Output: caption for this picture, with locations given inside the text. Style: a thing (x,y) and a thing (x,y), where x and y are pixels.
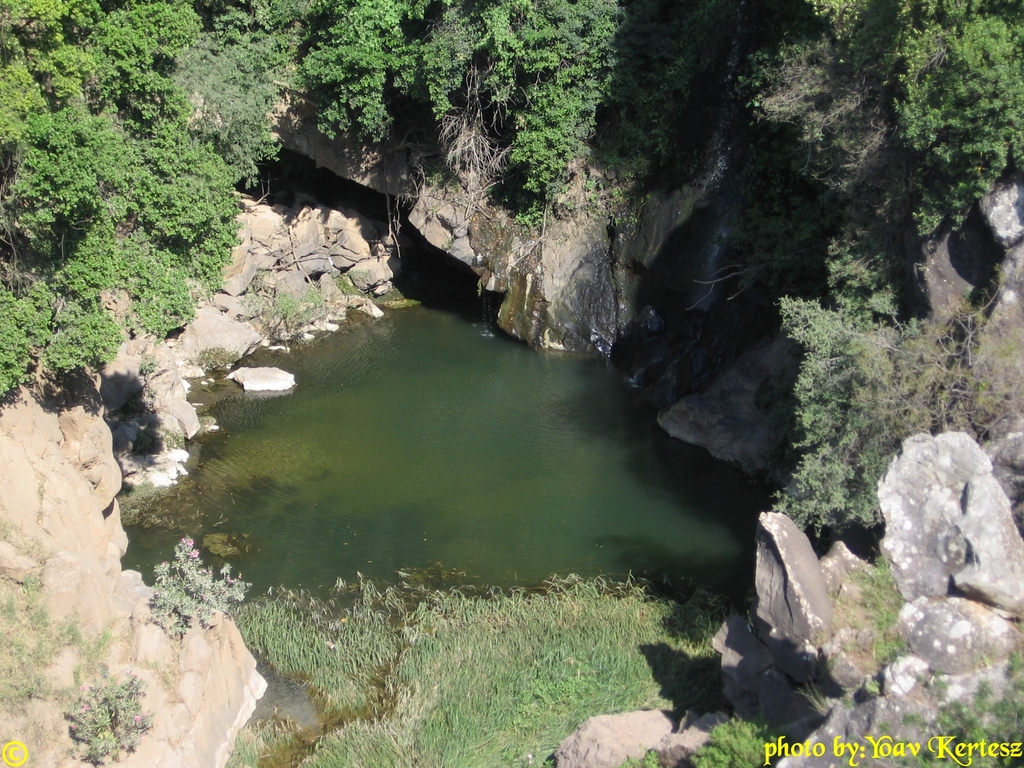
In this image there is a pond (550,452), around the pond (493,567) there are hills (771,663), on that hills (897,647) there are trees (906,423), in the bottom right (772,739) and in the bottom left (22,746) there is text (903,757).
